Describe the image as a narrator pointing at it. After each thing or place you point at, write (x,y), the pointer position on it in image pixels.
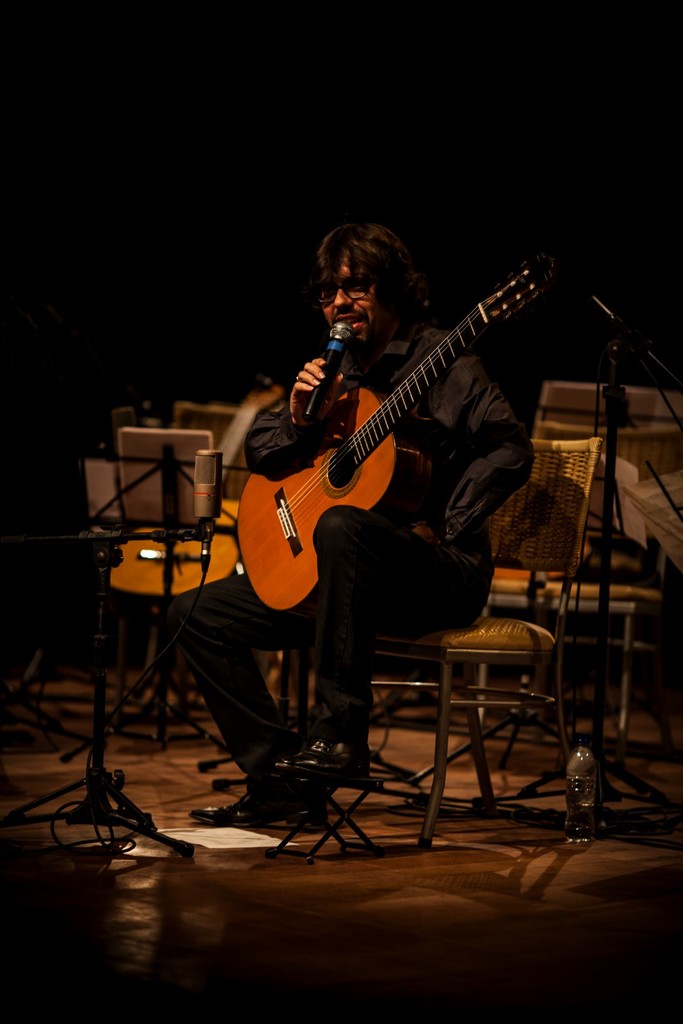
A man (347,308) is sitting in chair (543,545) and speaking with mic (337,331) in his hand (320,362). There is another mic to a stand (197,532) in front of him. There are some chairs (215,420) with stands (174,468) around him. There water bottle (575,761) beside him.
